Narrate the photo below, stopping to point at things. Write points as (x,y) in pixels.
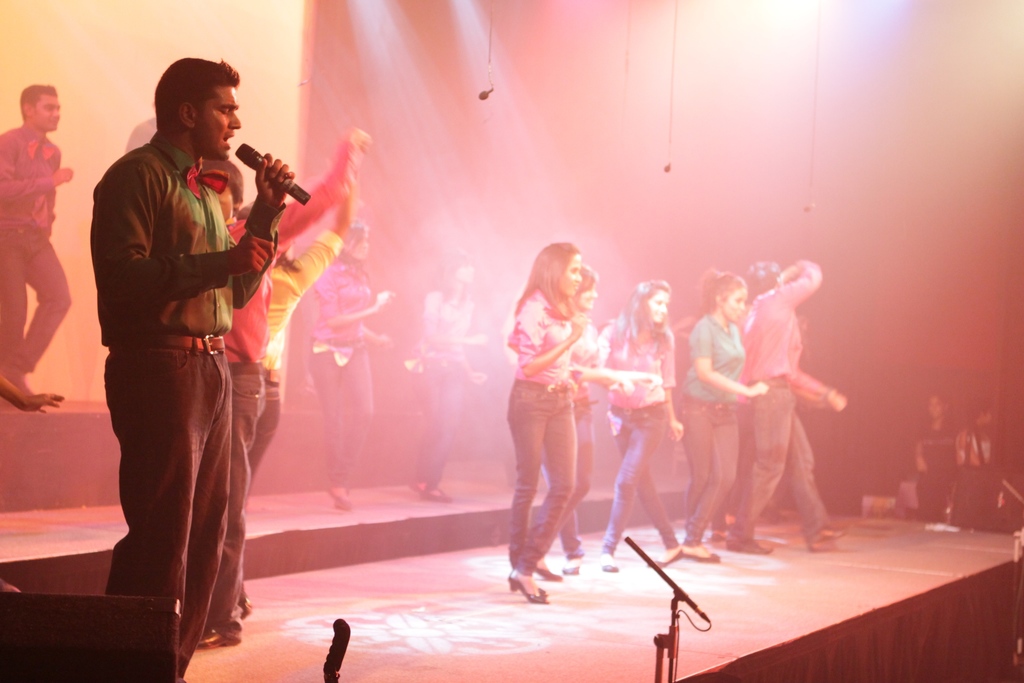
In this image we can see group of people (297,285) standing on the stage (605,492). One man (208,473) wearing green shirt (208,258) is holding a microphone (290,183) in his hand (277,168).
